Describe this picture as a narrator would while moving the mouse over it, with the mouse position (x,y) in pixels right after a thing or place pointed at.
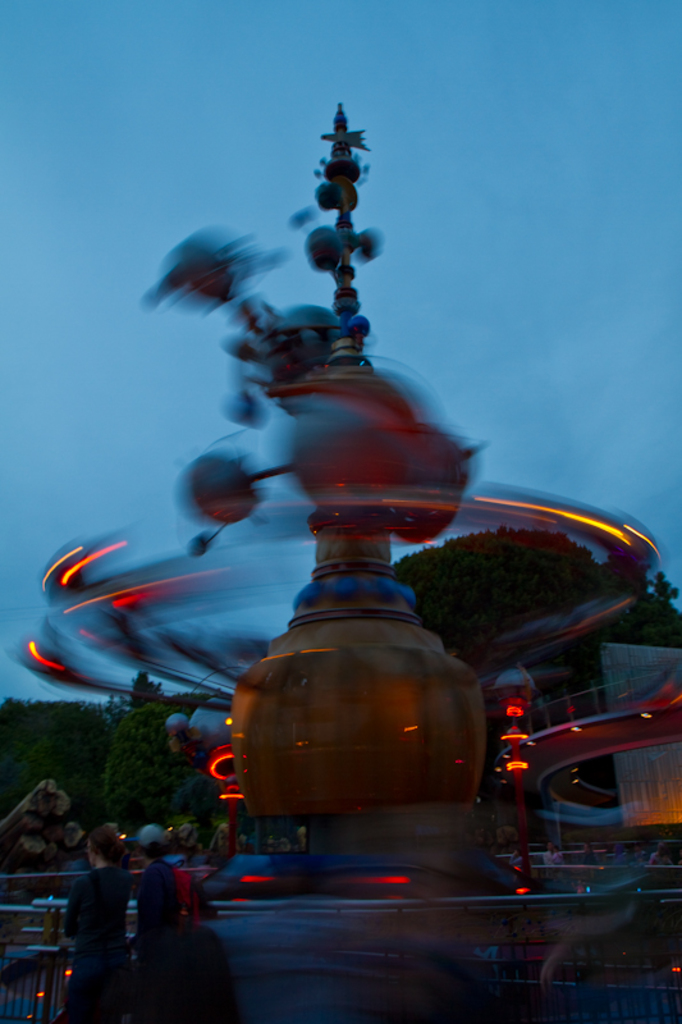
On the left side (163,961) a woman (77,996) and men (163,975) are walking, on the middle (252,347) an electronic machine (418,646) is running. At the top (236,69) it is the sky (238,71).
